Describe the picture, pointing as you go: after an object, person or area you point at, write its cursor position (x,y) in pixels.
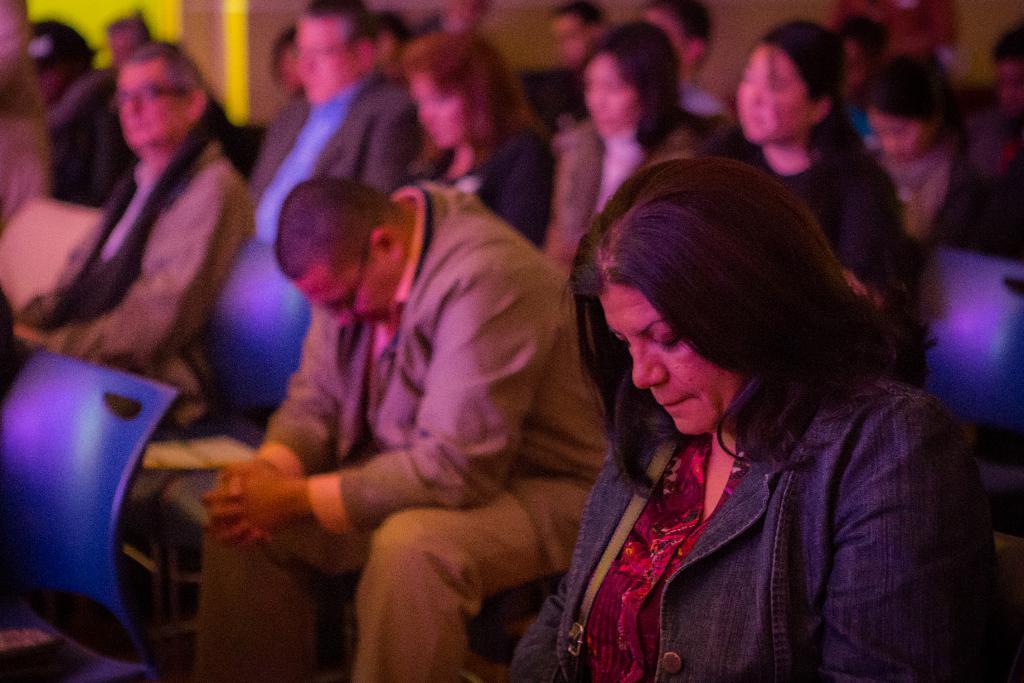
In this image we can see a group of people (809,396) sitting on chairs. In the background (245,32), we can see the wall (513,38).
